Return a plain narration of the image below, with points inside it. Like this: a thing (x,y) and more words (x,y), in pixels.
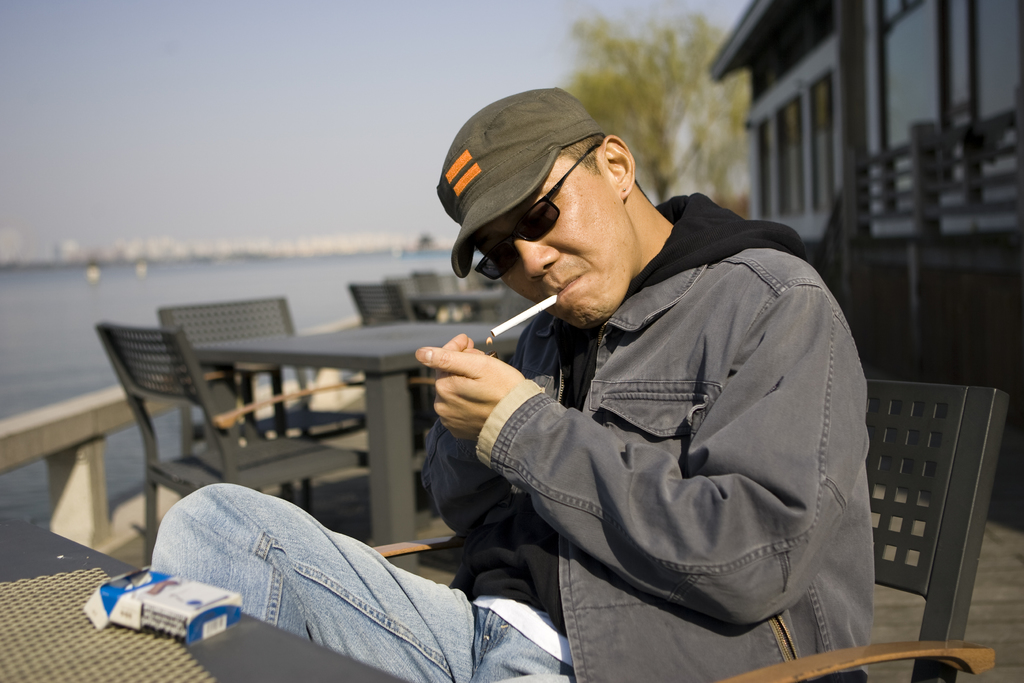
In this image we can see a person (728,446) wearing jacket (674,341), cap (547,149) and goggles (556,220) is holding a cigarette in his mouth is sitting in a chair (859,650) in front of a table (362,674). In the foreground (248,625) we can see a box (173,614) placed on the table (244,629) in the background (437,289), we can see a group of chairs (319,416) and tables (409,412) placed on the ground (886,622), a building (917,292), tree (672,105), water (279,259) and the sky (161,113).
